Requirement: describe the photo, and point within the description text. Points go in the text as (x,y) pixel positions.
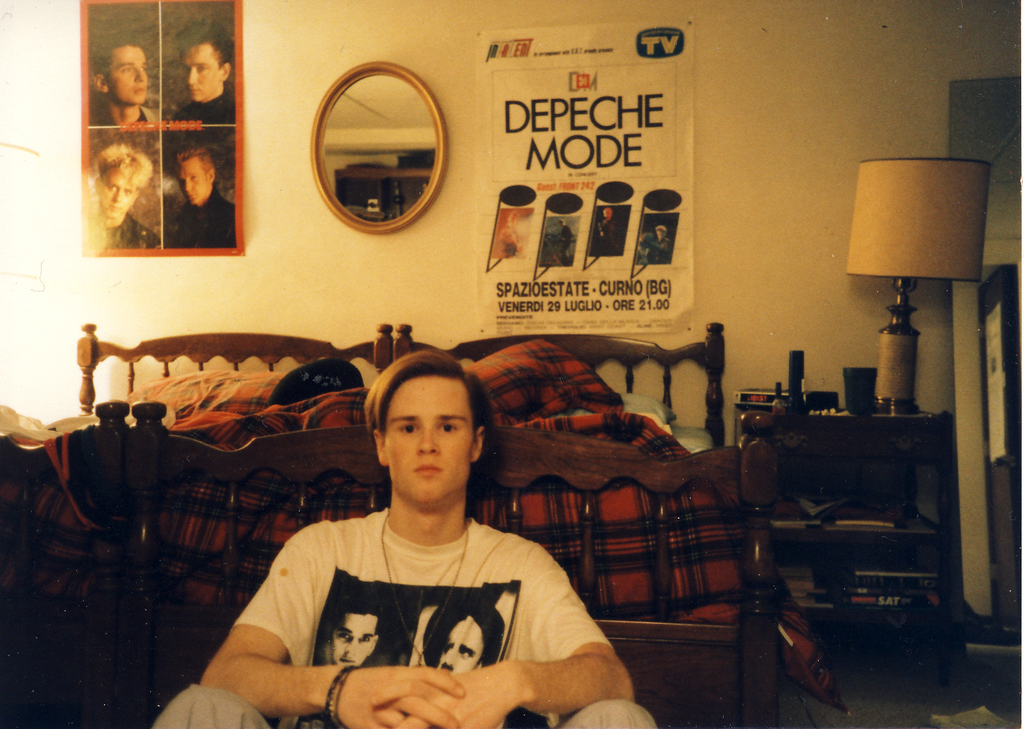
In the picture i can see a person (342,710) wearing white color T-shirt (347,531) sitting on ground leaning to bed (550,463) and i can see some pillows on bed (340,408), in the background of the picture (421,184) there is a wall (467,84) to which mirror (393,219) and some posters (117,189) are attached, on right side (880,423) i can see a table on which there is lamp (961,217), there are some products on the table (864,428).
